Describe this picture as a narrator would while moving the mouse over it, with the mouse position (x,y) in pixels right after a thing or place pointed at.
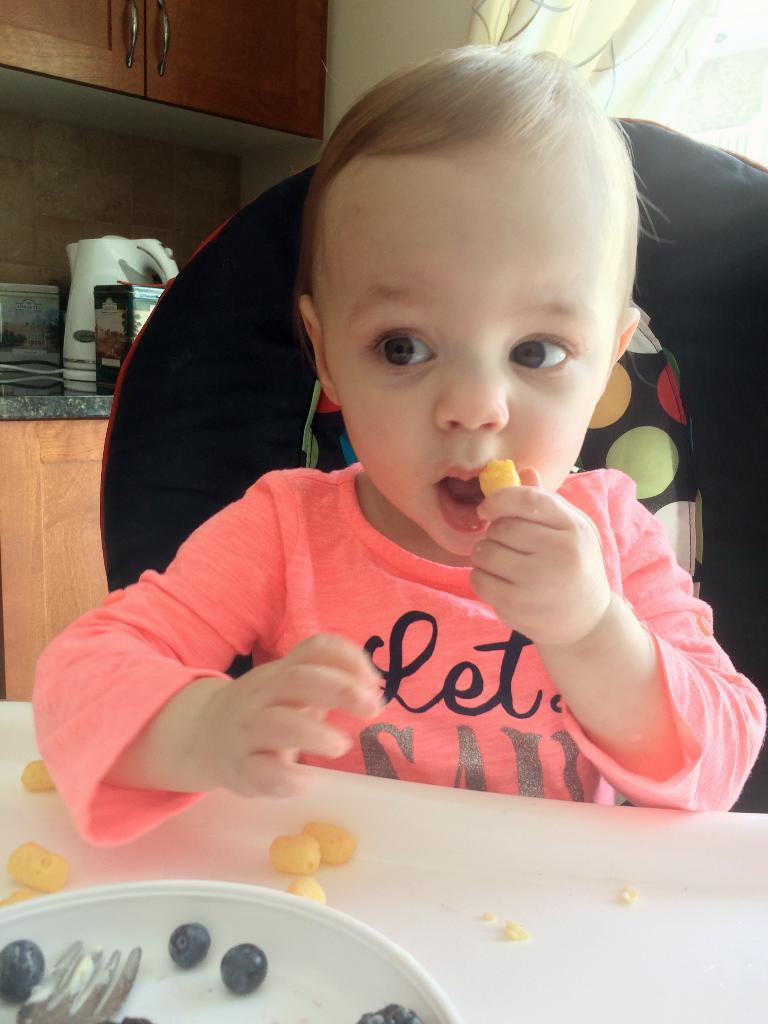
In this image there is a boy (456,651) in the middle (418,646) who is sitting in the chair (657,500) and eating the food (485,472). In front of him there is a table (467,916) on which there is a plate (297,959). In the plate (297,960) there is some food (229,978) and a fork (112,972) beside it. In the background (610,44) there is a curtain (681,30) on the right side (675,54) and a cupboard (132,54) on the left side (114,67). Below the cupboard (106,72) there is a platform (65,407) on which there is a jug (86,296).
